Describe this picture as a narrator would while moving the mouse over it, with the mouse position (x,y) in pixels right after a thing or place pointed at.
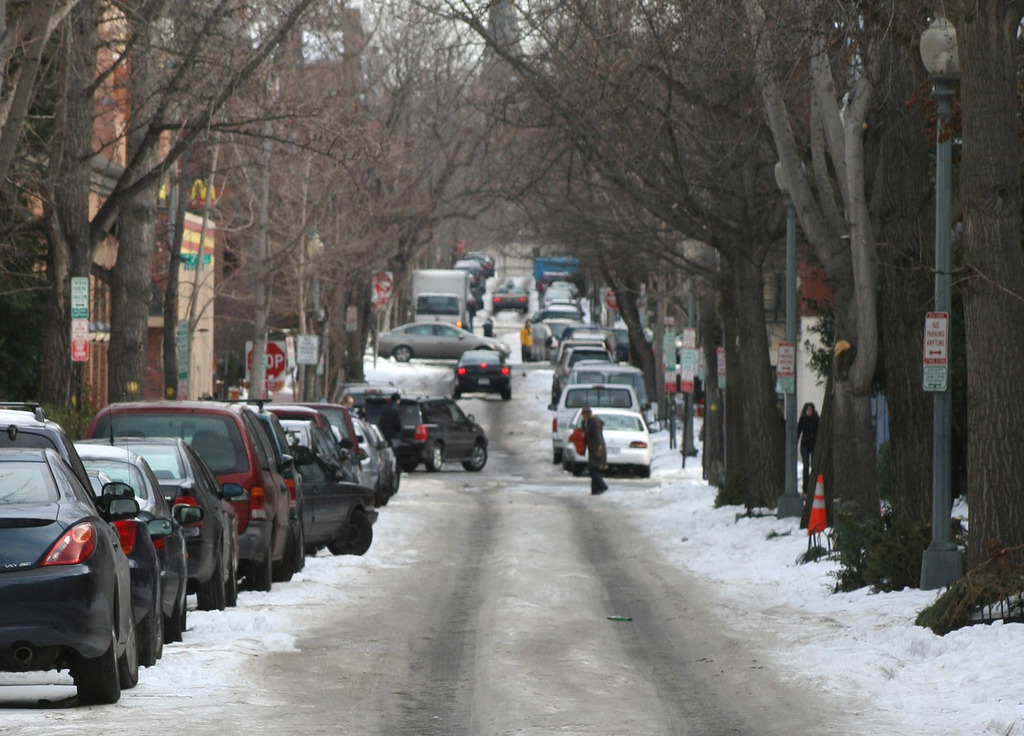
Vehicles (630,414) are on the road (512,335). Here we can see people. Beside these vehicles (518,293) there are trees (527,147), light poles (952,59) and buildings (124,161). These are signboard (945,382).
